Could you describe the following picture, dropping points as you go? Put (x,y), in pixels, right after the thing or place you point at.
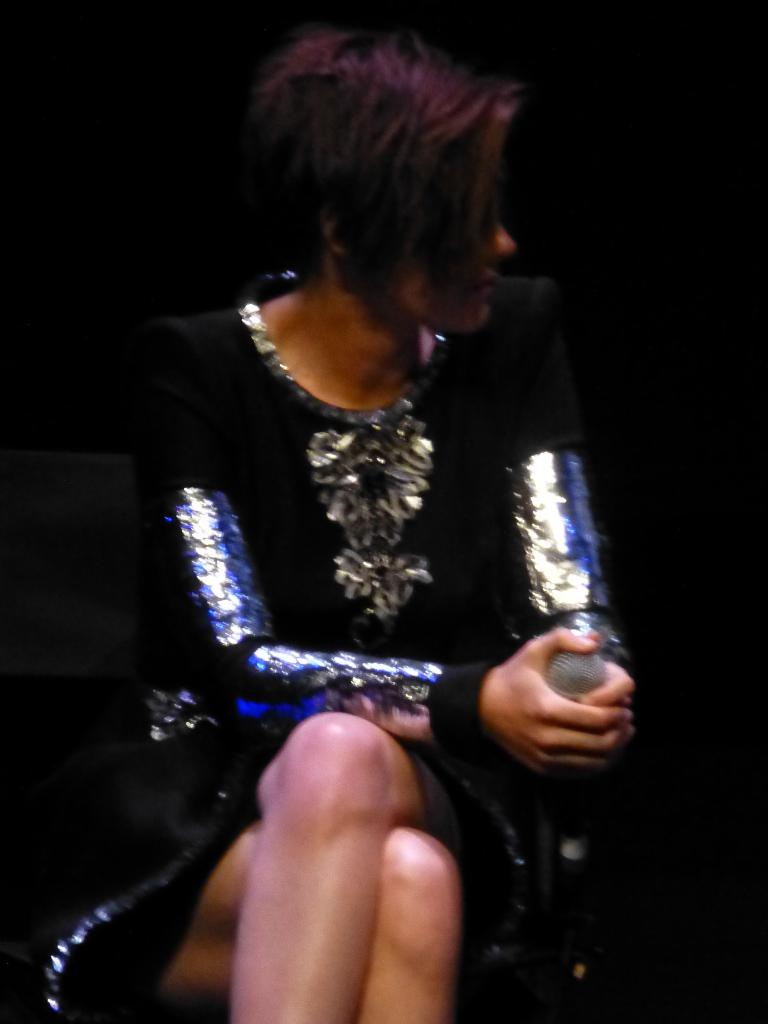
In this image I can see a woman (300,509) wearing black and silver colored dress (322,485) is sitting on a chair (95,607) which is black in color and holding a microphone (551,673) in her hand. I can see the black colored background (296,7).
